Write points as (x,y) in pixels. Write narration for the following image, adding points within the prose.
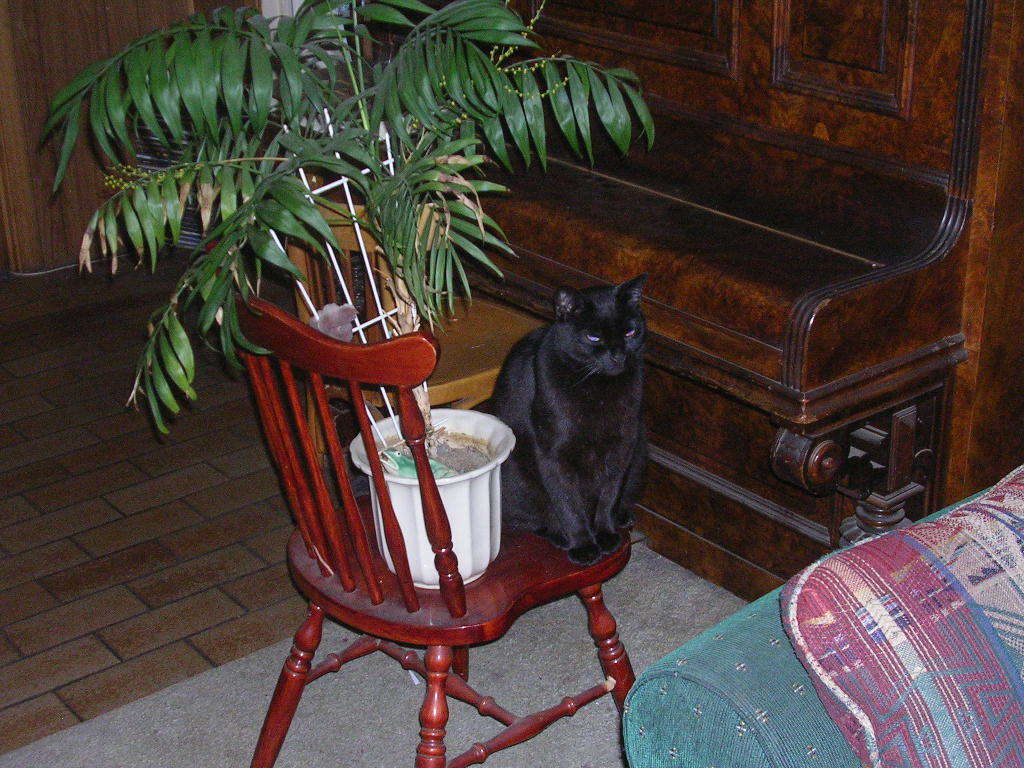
This is a wooden chair (321,534). Here is a black cat (560,455) sitting on the chair (518,564). This is a houseplant (407,197). This looks like a wooden piano (818,295). This is a couch (800,670) with a cushion (933,655). I think this is a carpet (201,738) on the floor (225,736).
